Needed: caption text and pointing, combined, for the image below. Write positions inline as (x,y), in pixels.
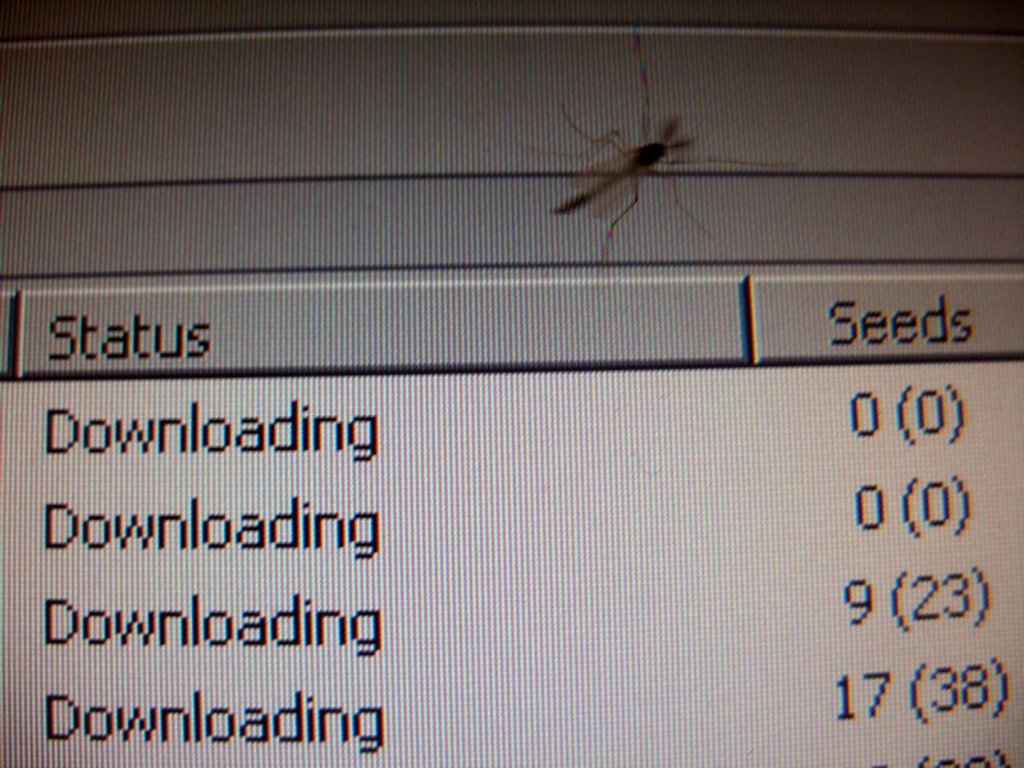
In this image I can see an insect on the screen (499,258) and I can also see something is written on the screen (656,561).
